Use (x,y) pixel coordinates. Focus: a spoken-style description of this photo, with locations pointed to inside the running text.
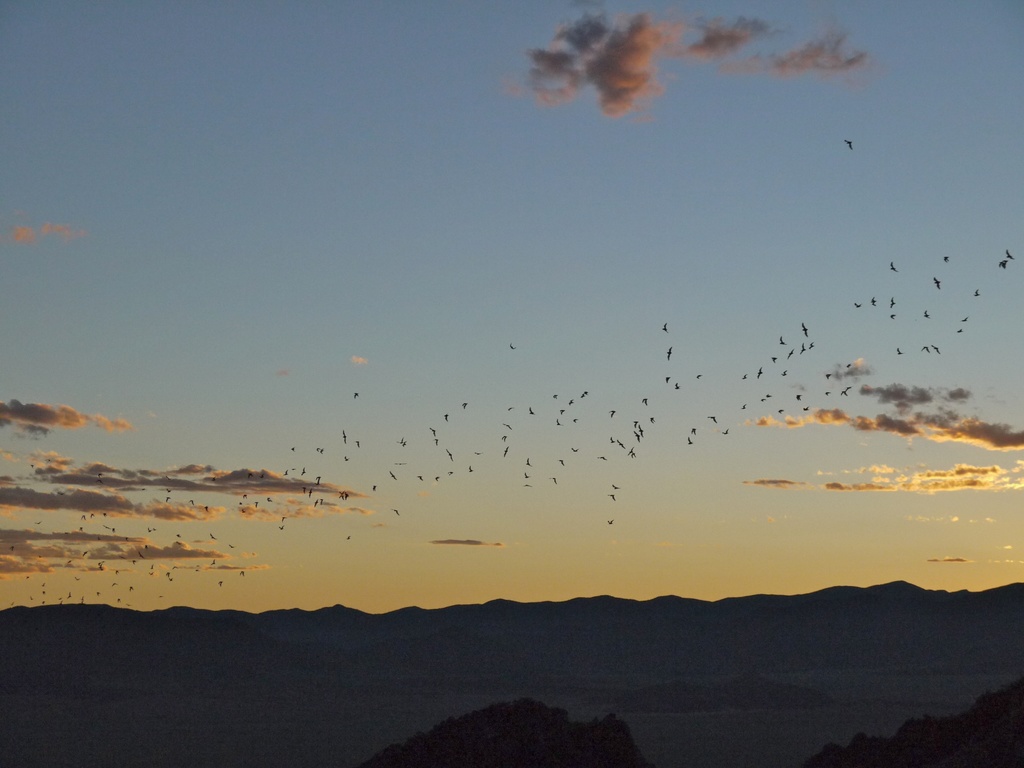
In this picture I can see there are flock of birds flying and there are mountains (660,655) here and the sky (430,508) has some clouds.
